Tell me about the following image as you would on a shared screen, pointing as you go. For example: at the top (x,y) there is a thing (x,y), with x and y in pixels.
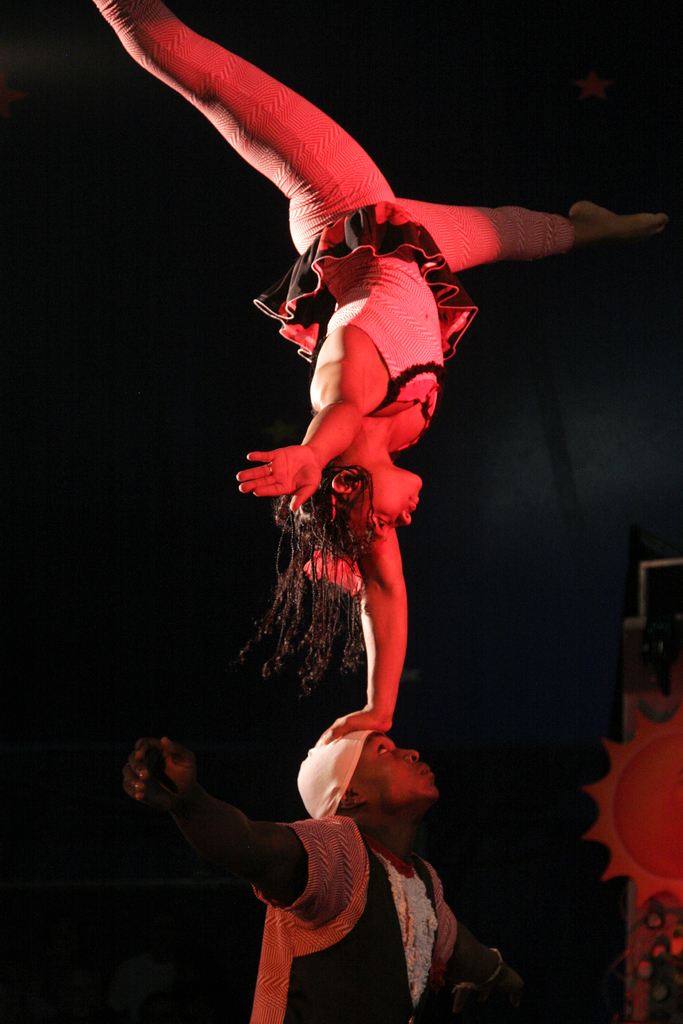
In this image I can see two persons (395,492), one person (412,355) is dancing and the other person (424,1006) is standing and the background (53,289) is in black color.
